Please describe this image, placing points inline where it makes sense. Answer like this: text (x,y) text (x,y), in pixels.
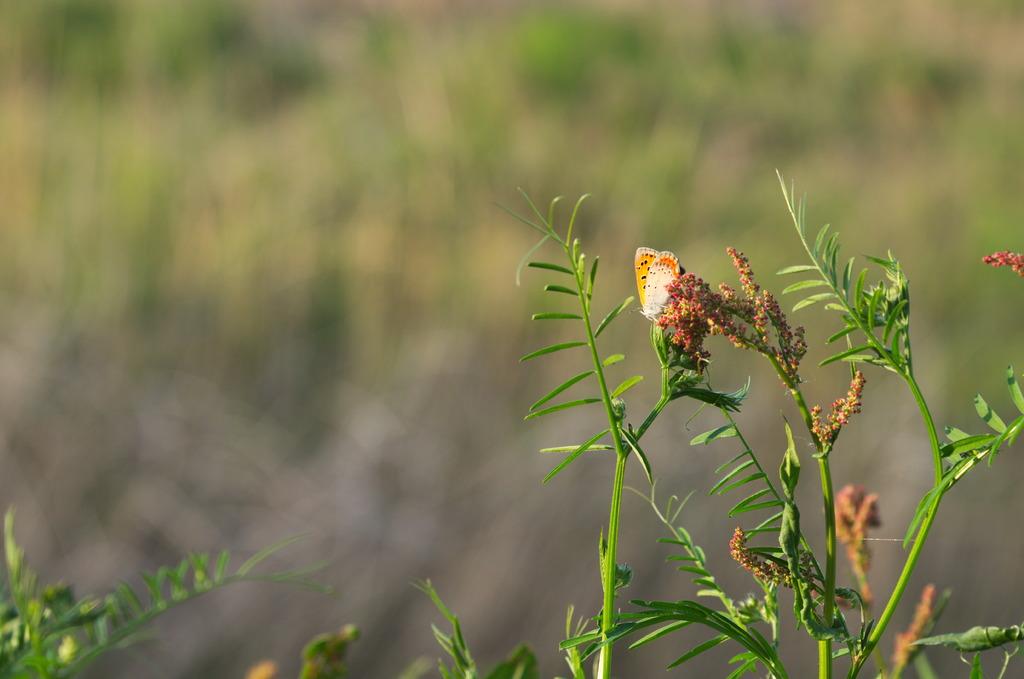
At the bottom of the picture (608,616), we see plants (823,440) and a butterfly (652,281) in white and orange color is on the plant (688,388). In the background (474,339), it is green in color and it is blurred in the background (368,186).
